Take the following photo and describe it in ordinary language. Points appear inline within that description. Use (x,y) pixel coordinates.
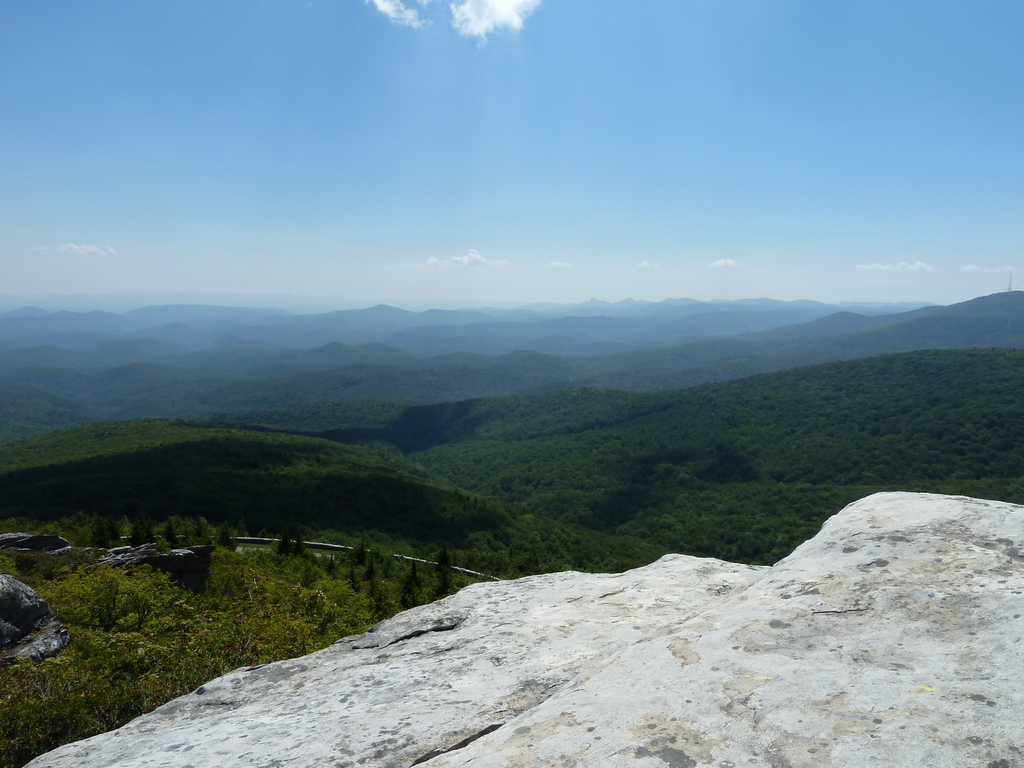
In this image I can see rocks (213,751) in the front (579,611). There are trees (597,504) and hills (543,362). There is sky (311,132) at the top (311,132).
